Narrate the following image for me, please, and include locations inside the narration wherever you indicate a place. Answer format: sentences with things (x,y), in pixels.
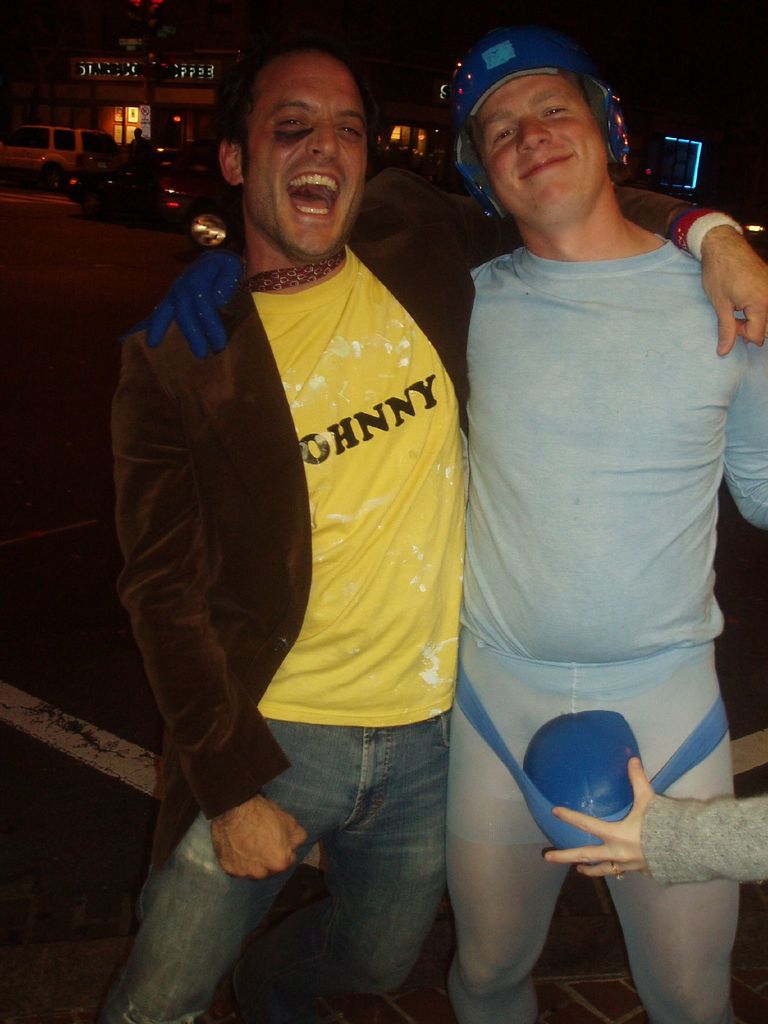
In this picture we can see two men (587,430) are standing and smiling in the front (364,297), a man (590,461) on the right side (630,432) wore a helmet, at the right bottom (740,849) we can see another person's hand (720,838), in the background (227,198) we can see a building (115,85) and some vehicles (138,193), there is a dark background (98,117).
